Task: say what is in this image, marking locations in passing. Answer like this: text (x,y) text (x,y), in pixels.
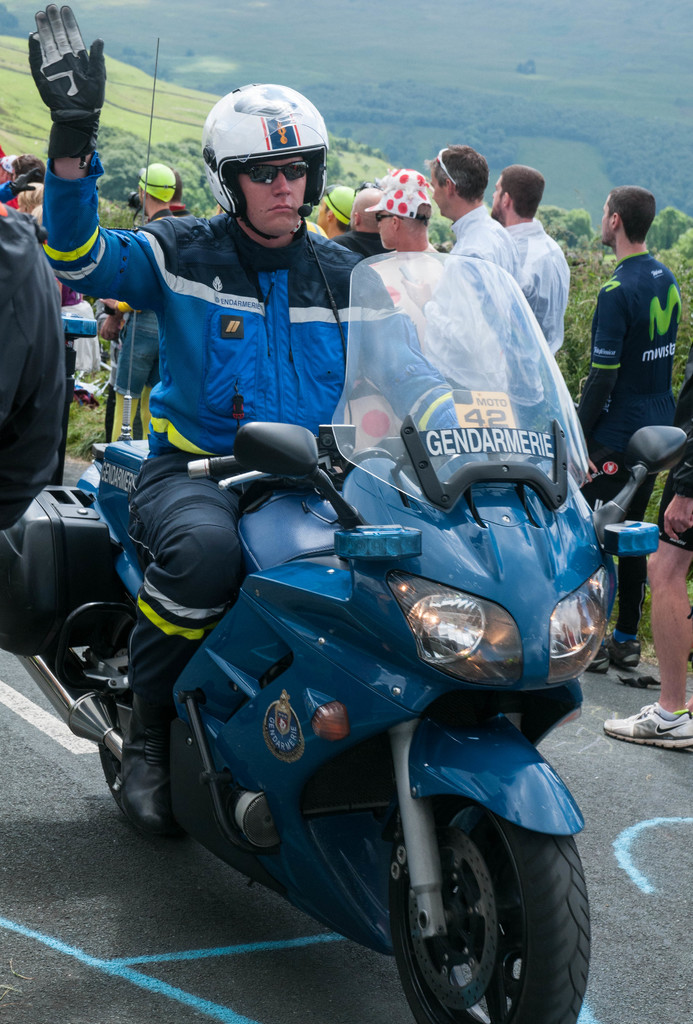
Here we see a man (94,272) riding a motorcycle (36,529) and we see few people (639,648) on his side and few trees (692,222) around.
